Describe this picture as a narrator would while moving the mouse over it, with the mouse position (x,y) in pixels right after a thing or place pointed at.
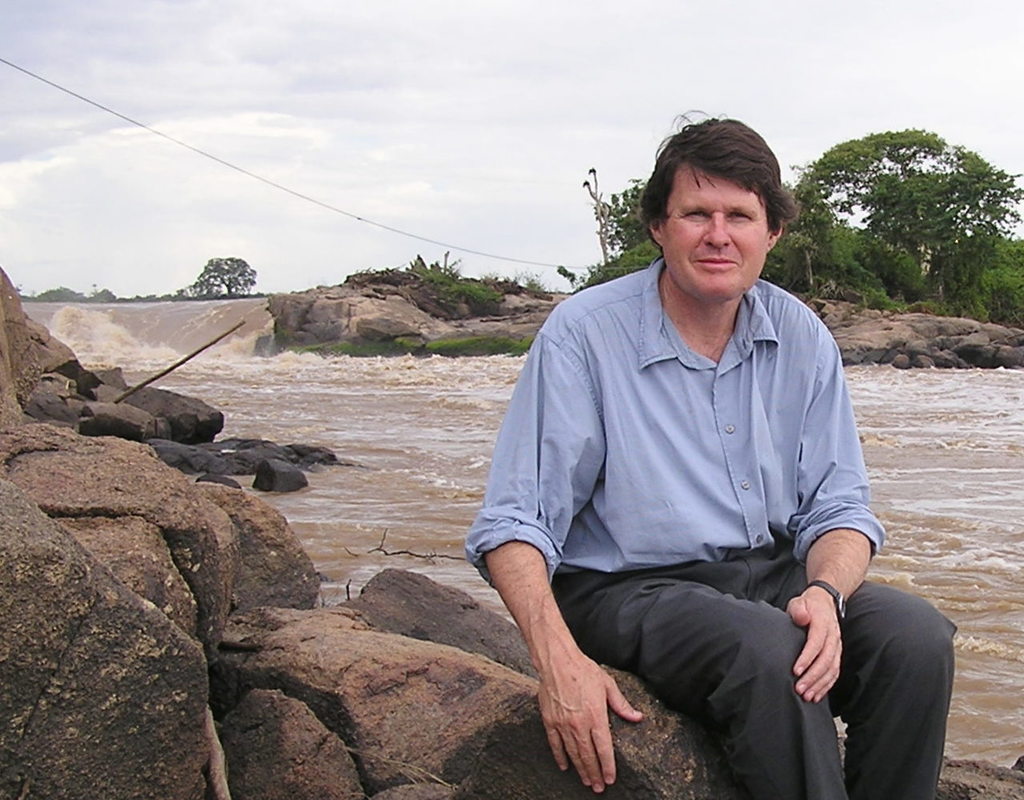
The man (767,371) in front of the picture wearing a blue shirt (673,512) is sitting on the rock (603,668). He is wearing a black watch (843,603). On the left side (58,537), we see the rocks (106,597). Behind him, we see the water (338,387) is flowing and this water (270,423) might be in the river (290,439). There are trees (604,245) and rocks (405,309) in the background (451,306). At the top of the picture (206,190), we see the sky (167,94) and a wire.
